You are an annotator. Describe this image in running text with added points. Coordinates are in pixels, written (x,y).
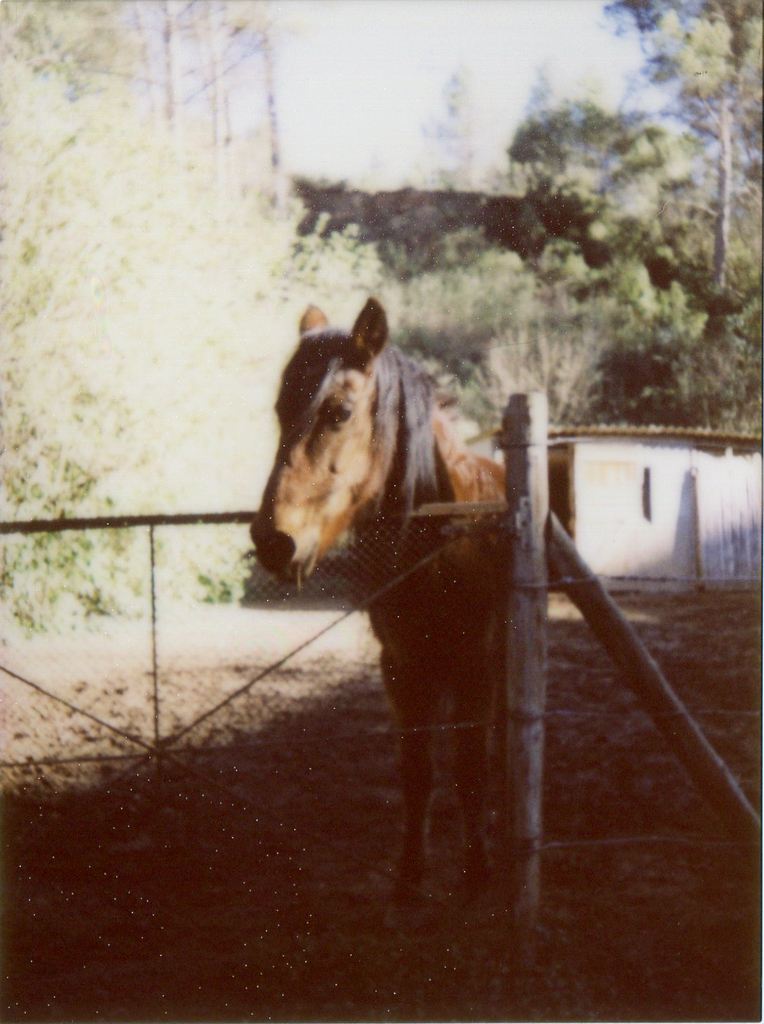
In this image we can see a horse (448,548) on the ground (445,721), there is a fence (510,420) with wooden sticks (537,685) in front of the horse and in the background (607,461) there is a shed (634,465) and few trees (649,382).
